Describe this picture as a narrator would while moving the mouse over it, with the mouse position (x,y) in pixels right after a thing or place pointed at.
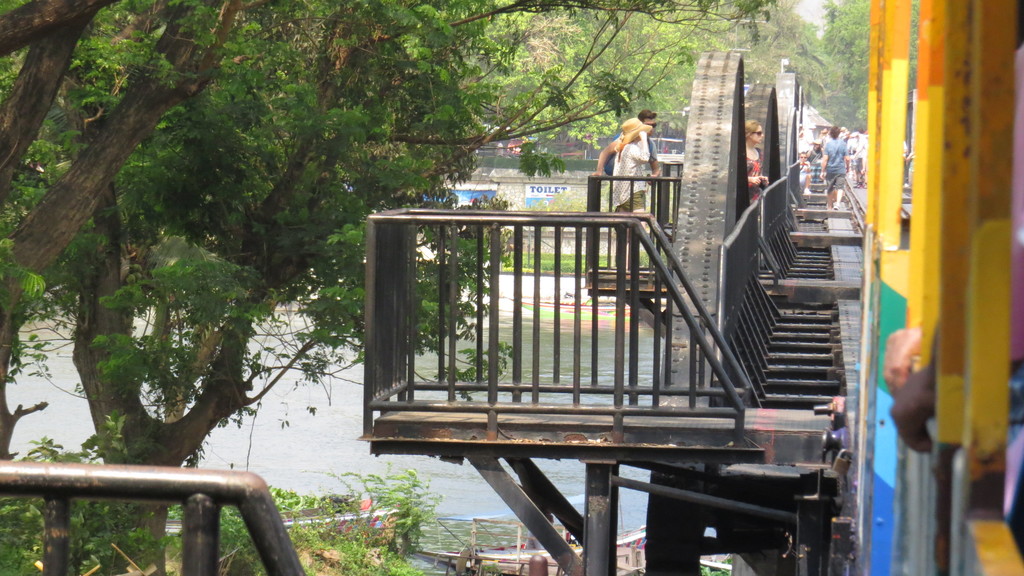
In this picture we can see a stand (116,479) and a few trees (127,325) on the left side (321,69). There is water (317,416). We can see a few people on the path (852,207) on the right side (807,184). There are some trees (635,78) and other objects (583,143) are visible in the background (546,145).
